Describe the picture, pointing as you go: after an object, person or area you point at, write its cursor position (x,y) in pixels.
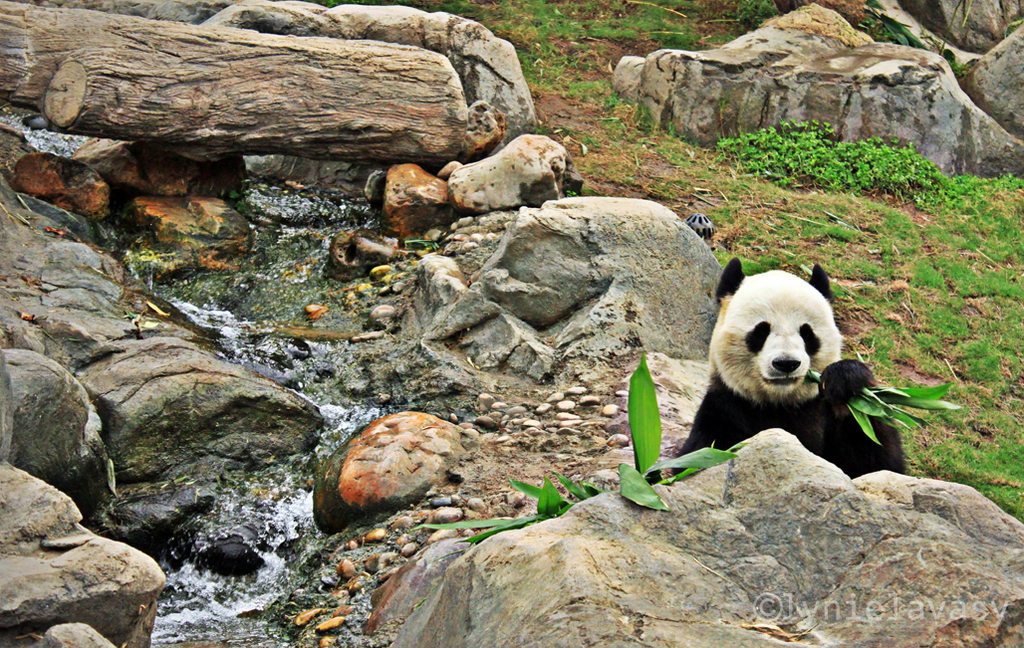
In this image, we can see a panda (783,384) is holding a leaves (857,398). Here we can see rocks (575,284), stones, water flow (268,186), plants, grass (1003,387), tree trunk (272,93). Right side (781,604) bottom of the image (830,612), we can see a watermark (845,610).
